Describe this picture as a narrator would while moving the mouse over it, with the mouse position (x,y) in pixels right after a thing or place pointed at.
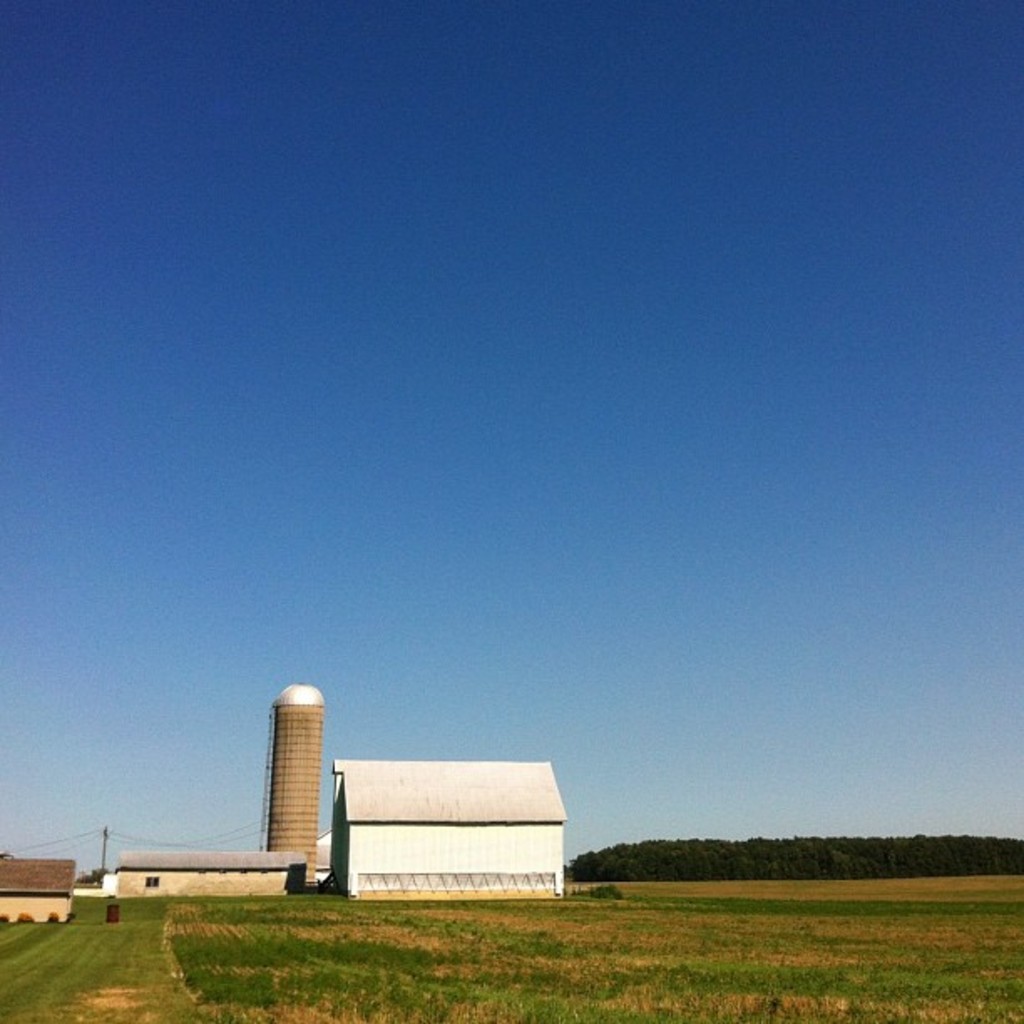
In this picture I can see few houses (362,807) and I can see a tower (296,745) and few trees (788,839) and I can see grass (487,964) on the ground (262,977) and I can see blue sky (239,301).
